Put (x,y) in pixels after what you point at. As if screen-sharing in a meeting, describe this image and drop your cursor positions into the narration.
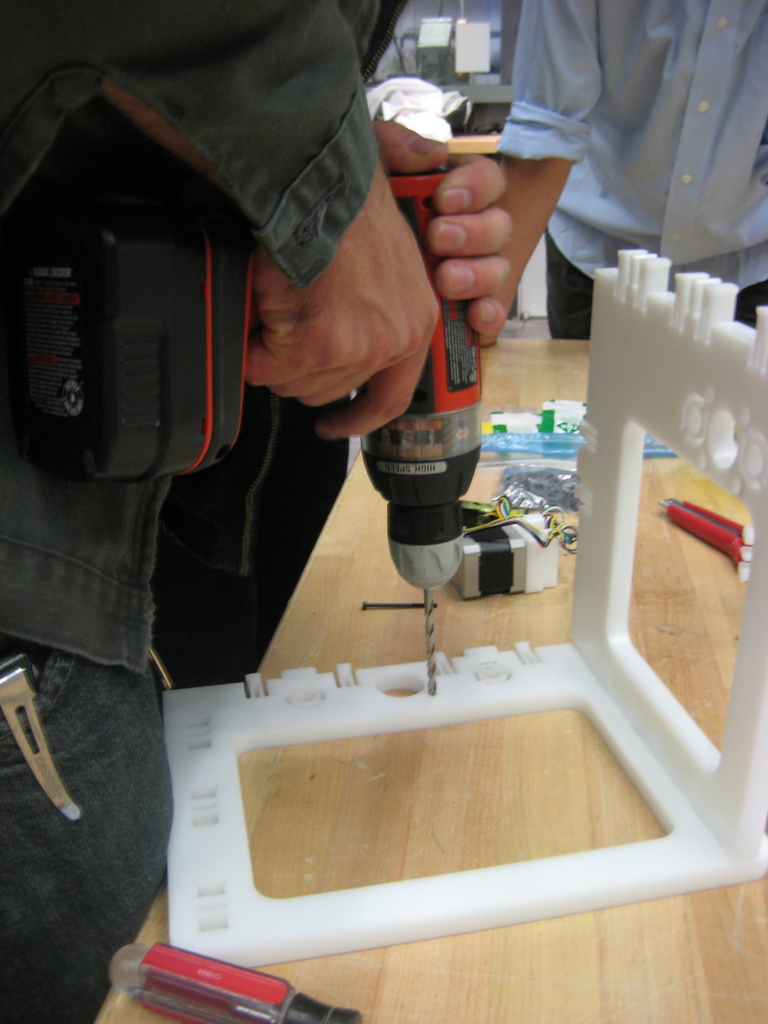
In this image I can see two persons (376,45) are standing and I can see one of them is holding a drill machine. I can also see a table (498,369) and on it I can see a white colour thing (655,355), a screwdriver (266,972) and few other stuffs (675,507). In the background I can see few white colour things (439,34) and on the left side of this image (7,698) I can see an object (7,698) in the one person's pocket (73,774).
